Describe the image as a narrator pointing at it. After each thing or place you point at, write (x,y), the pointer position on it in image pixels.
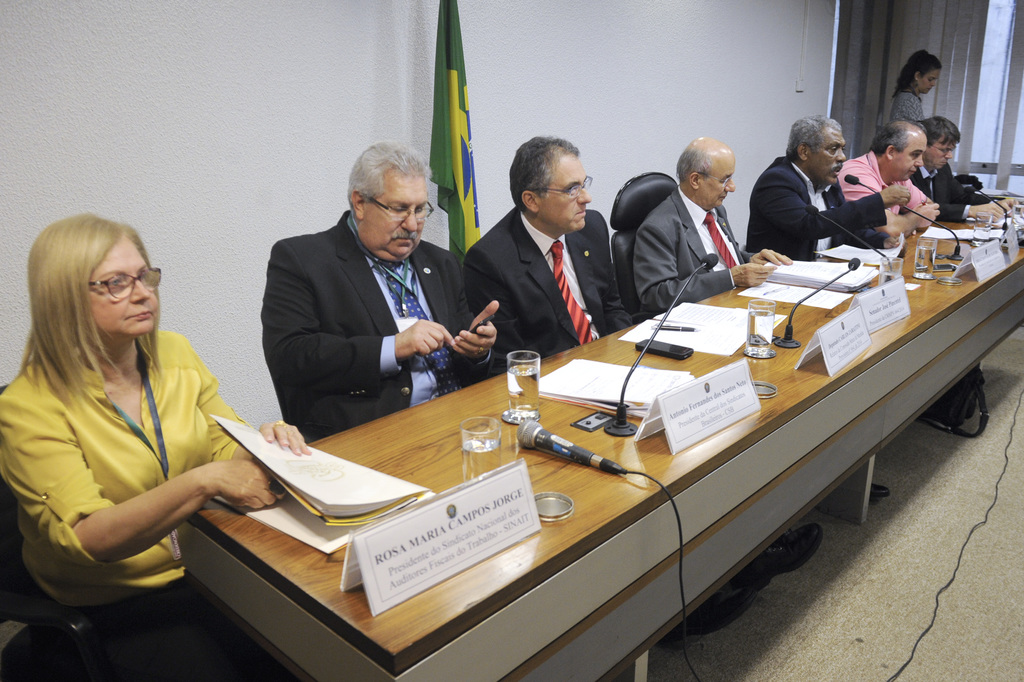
In this image we can see a group of people (648,302) sitting on chairs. One person (282,344) wearing spectacles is holding mobile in his hand (487,329). One woman (110,320) is holding a file (297,455) with her hand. In the foreground (413,501) we can see a group of microphones (791,334), glasses (762,337), boards (502,498) with some text (709,412), papers (713,334), mobile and a pen (688,329) placed on the table (755,446). In the background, we can see a woman (905,88) standing on the ground (977,425). One bag (963,408) is placed on the floor (970,440), a flag (459,130), window (1004,26) with curtains (867,49).
